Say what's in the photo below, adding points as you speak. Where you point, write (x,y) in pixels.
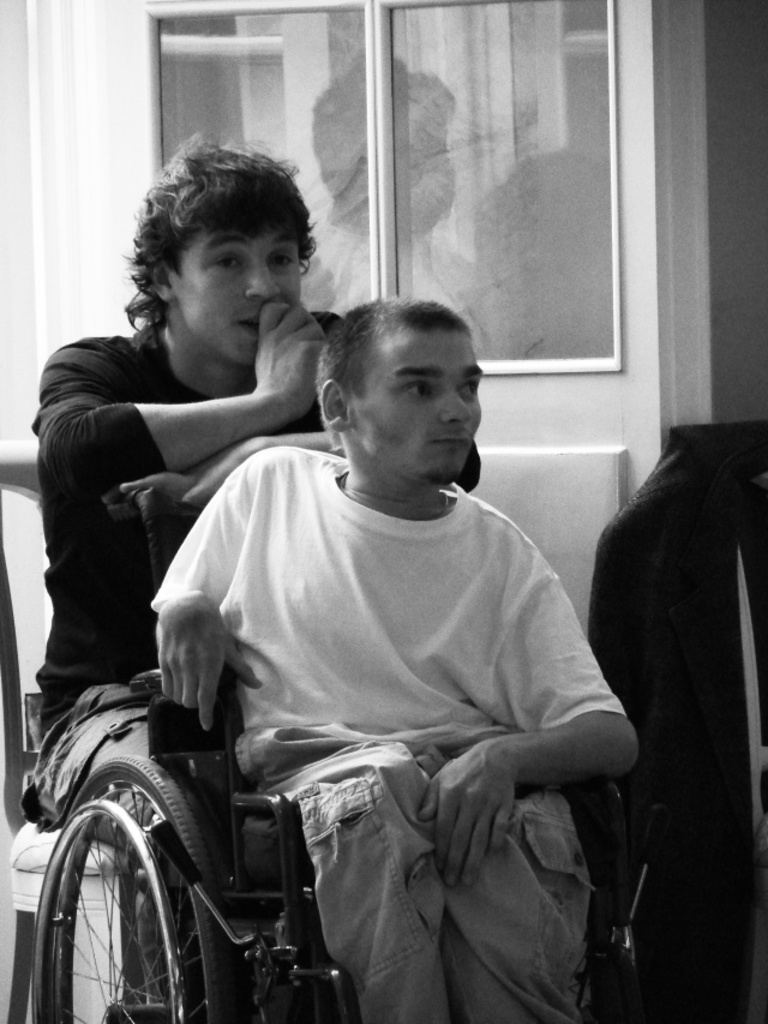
In this image we can see two people (294,400) sitting and the person (310,693) in the front (151,744) is sitting on a wheelchair (222,731). Behind the persons (286,400) we can see a wall (495,429) and on the wall (484,421) we can see a window (544,224). On the right side (679,706), we can see a cloth (698,519).
